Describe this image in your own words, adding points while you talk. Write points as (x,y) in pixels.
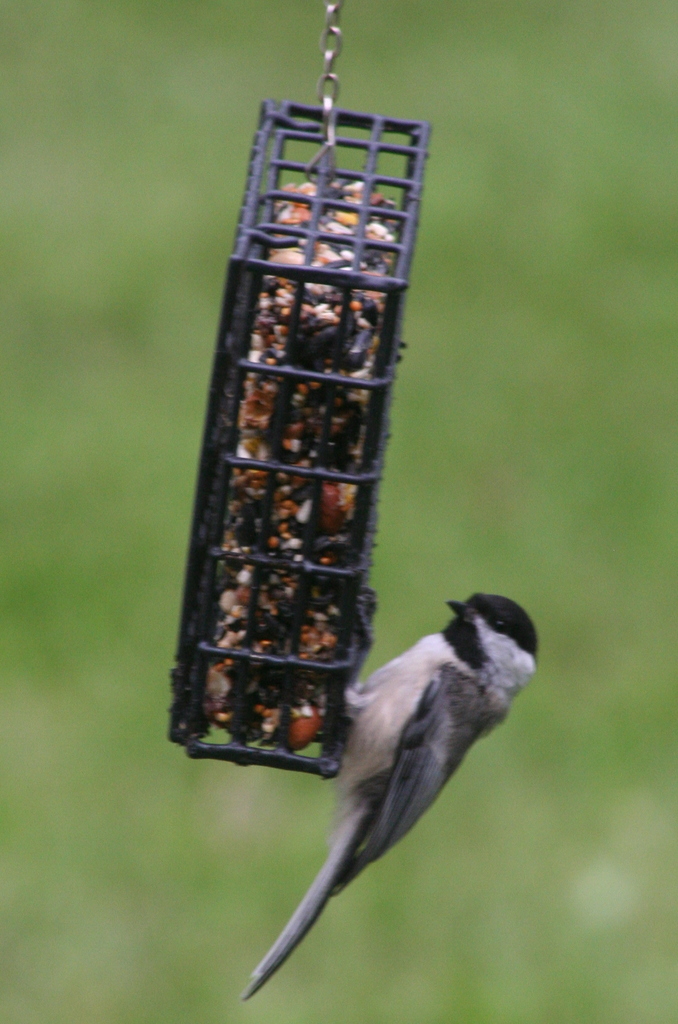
In this image in the middle (286,588) may be there is a mesh (273,495), in which there is an object (305,361), it is attached to the chain (330,131), on which there is a bird (352,786), background (648,416) is in green color.
